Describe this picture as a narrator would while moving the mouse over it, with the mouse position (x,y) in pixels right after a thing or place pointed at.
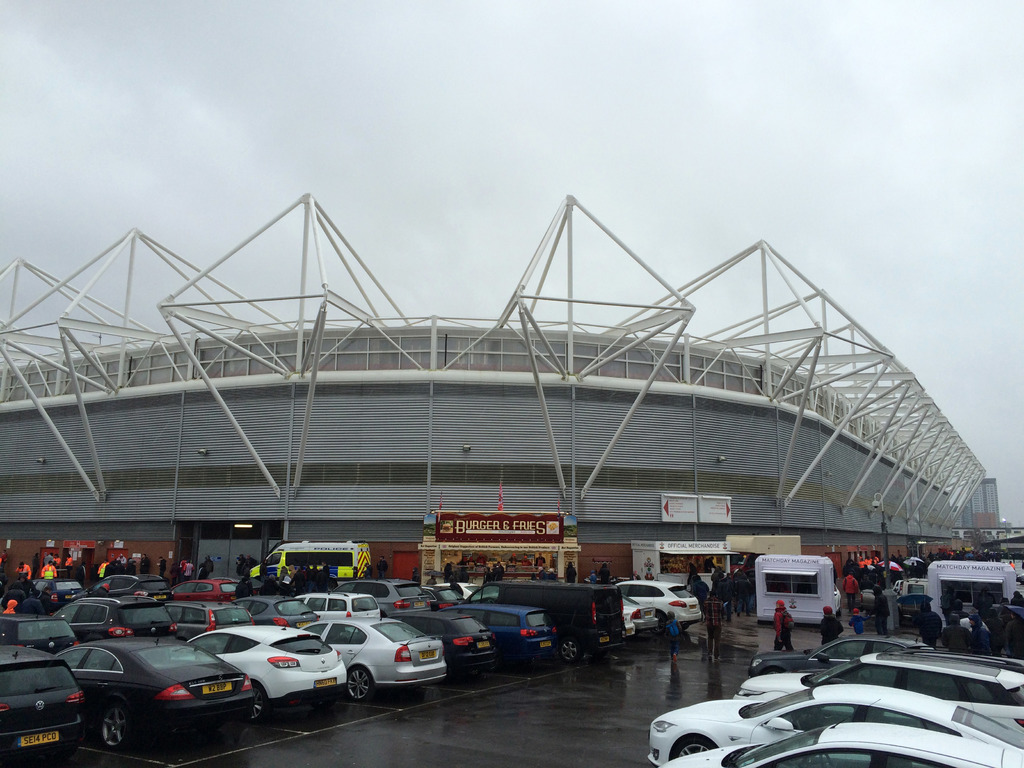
In this image I can see number of vehicles (731,707) and number of people (721,618) are standing near it. In the background (311,408) I can see a building (317,434) and on it I can see number of poles (863,394), few boards (701,511) and on it I can see something is written. I can also see the sky (464,98) in the background (643,84).
